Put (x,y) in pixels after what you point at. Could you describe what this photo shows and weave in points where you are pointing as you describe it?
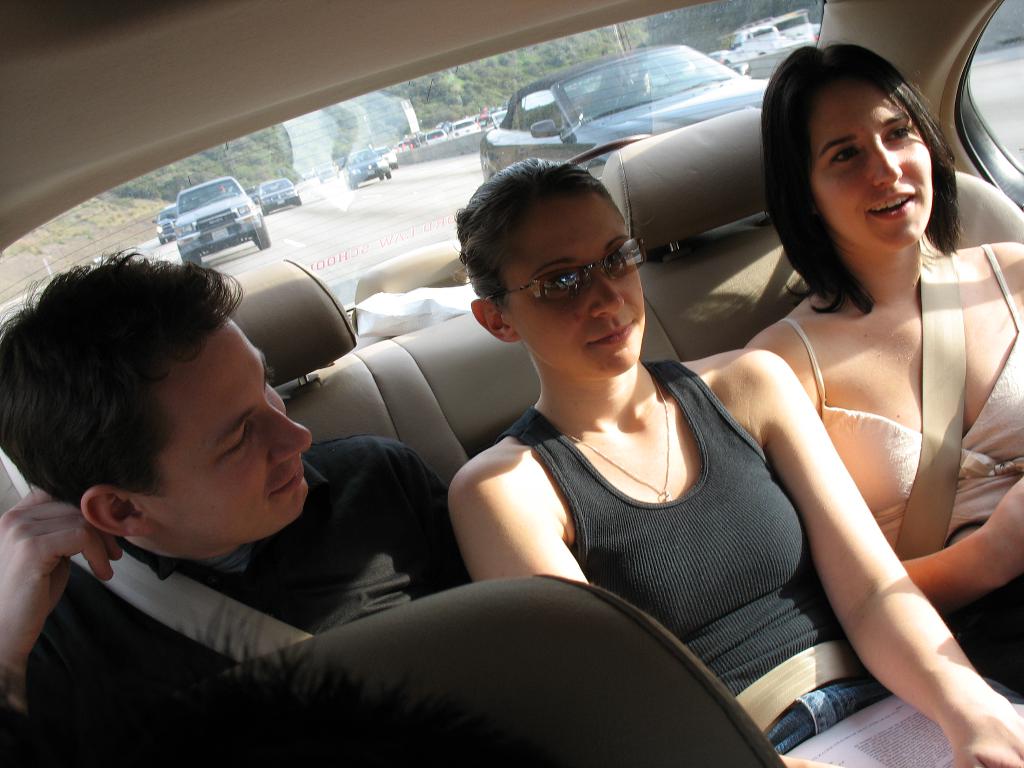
In this image I can see some people (632,374) in the car (321,363). In the background (424,186), I can see some vehicles (575,135) on the road (357,202).
